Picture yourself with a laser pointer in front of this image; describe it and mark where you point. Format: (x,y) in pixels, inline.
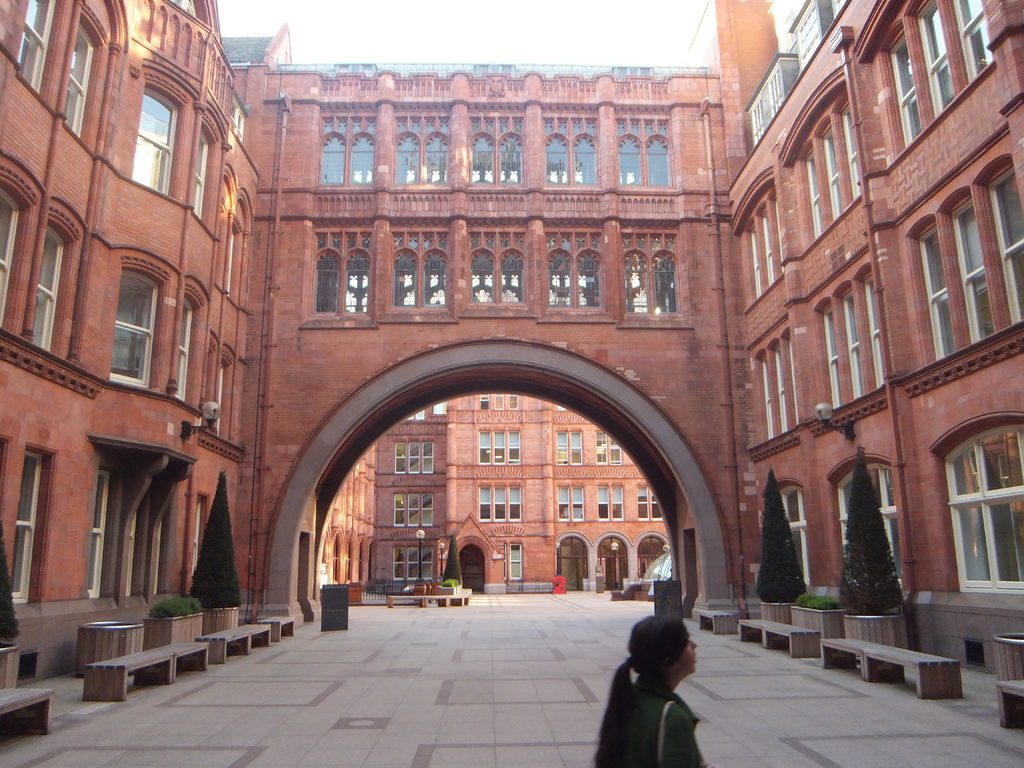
In this image, we can see buildings (453,466), lights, shrubs (227,561), plants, benches (227,637) and there is a lady (657,706) wearing a bag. At the bottom (428,628), there is a floor (364,690).
